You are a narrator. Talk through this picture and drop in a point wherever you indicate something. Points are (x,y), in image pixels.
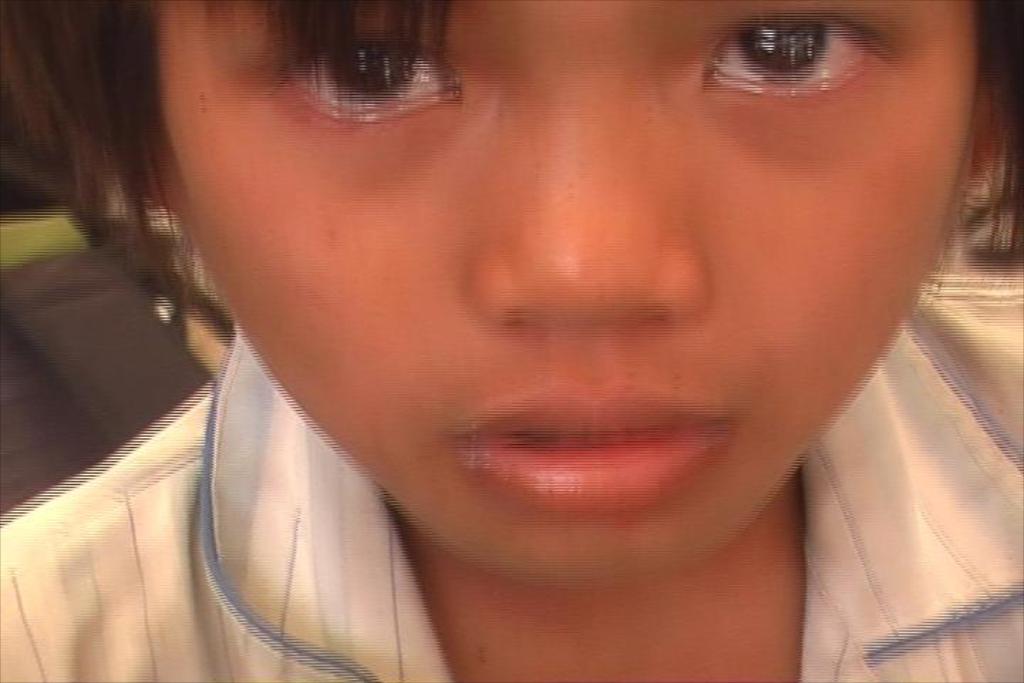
In the image in the center (547,231), we can see one kid (869,468) crying.
